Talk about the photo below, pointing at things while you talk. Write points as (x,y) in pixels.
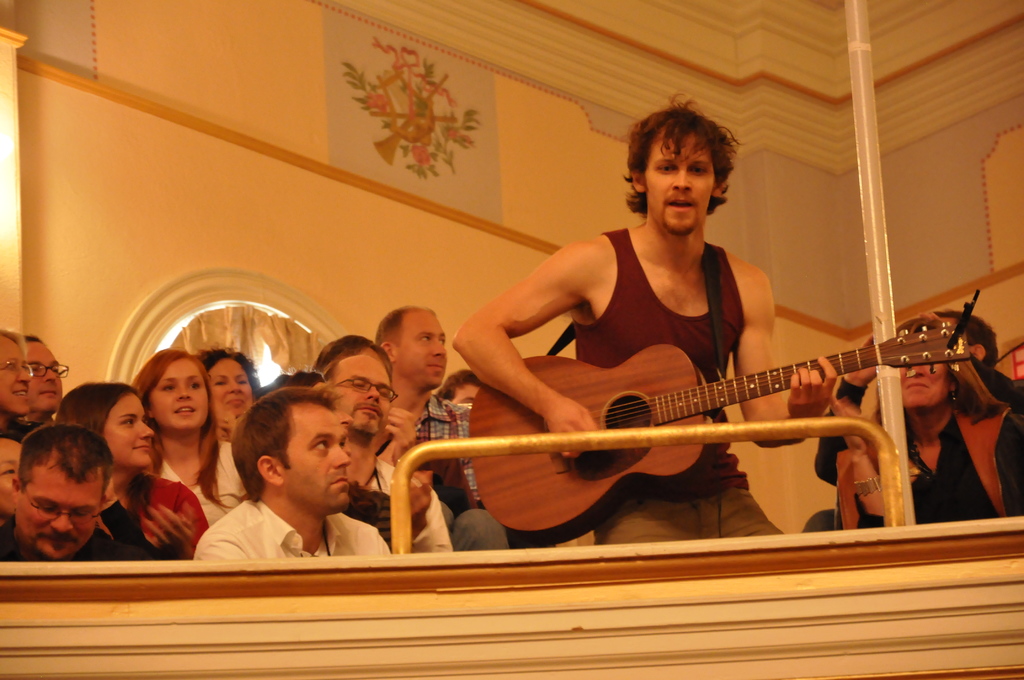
In this picture we can see a group of people (327,439) sitting and enjoying the music. In center (637,312) a man (637,310) wearing sando (638,301), Singing and playing the guitar (719,398). Behind we can see brown wall (158,81) and a painting (456,114) on the top (456,114).
